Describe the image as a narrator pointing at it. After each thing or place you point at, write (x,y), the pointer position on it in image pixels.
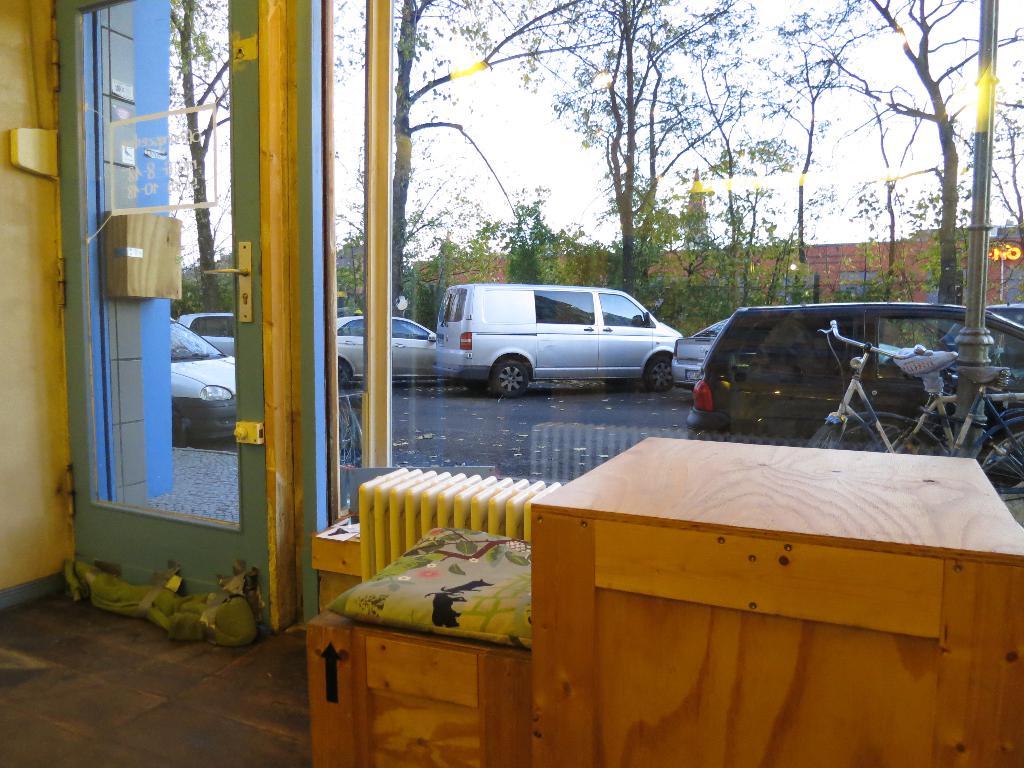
This is the picture of a room (805,656). In the foreground (805,656) there is a pillow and there is a table (684,600). On the left side of the image (235,242) there is a door (260,347). Behind the door (158,414) there are vehicles (684,357) on the road (607,437) and there is a building (1010,289) and there are trees (868,94). At the top (551,183) there is sky (500,73). At the bottom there is a floor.
